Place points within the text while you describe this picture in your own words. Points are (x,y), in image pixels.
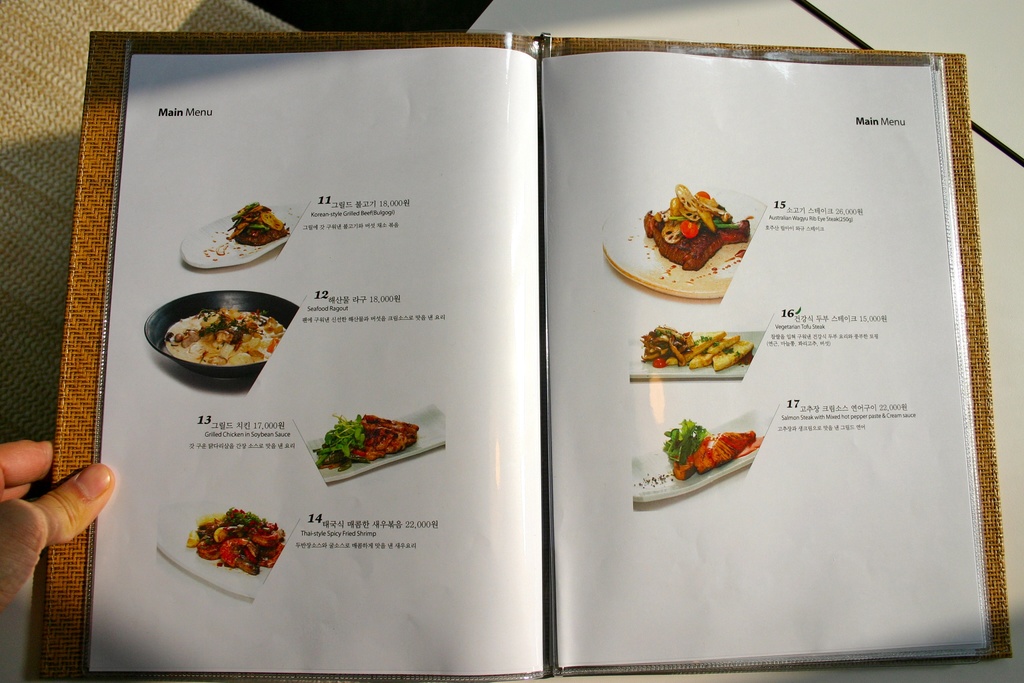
Here in this picture we can see a menu book (248,150) present on a table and in that we can see pictures (248,300) of food items (681,476) with description (237,424) and on the left side (39,530) we can see a person's hand (4,473).
